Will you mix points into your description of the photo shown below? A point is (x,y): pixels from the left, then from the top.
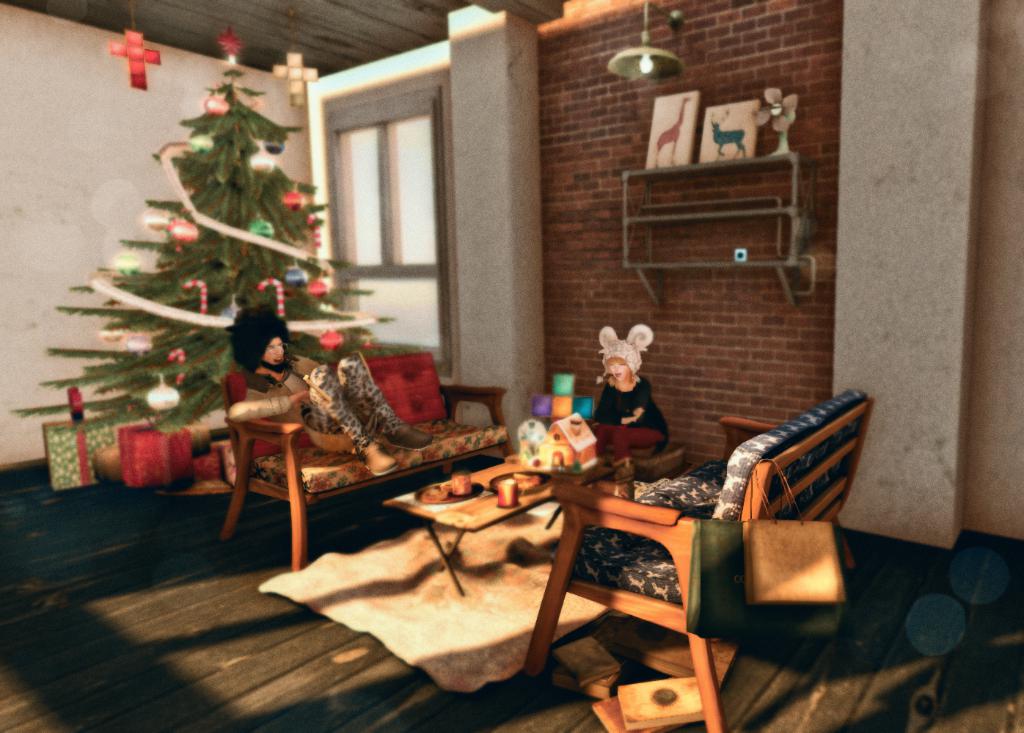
This is an animated image and here we can see a chair (603,505) and a sofa (441,431) with two women (331,391) sitting, and behind them there is a Christmas tree (227,229) there is a window (343,204) and at the left side (48,433) we can see gifts (92,452).
